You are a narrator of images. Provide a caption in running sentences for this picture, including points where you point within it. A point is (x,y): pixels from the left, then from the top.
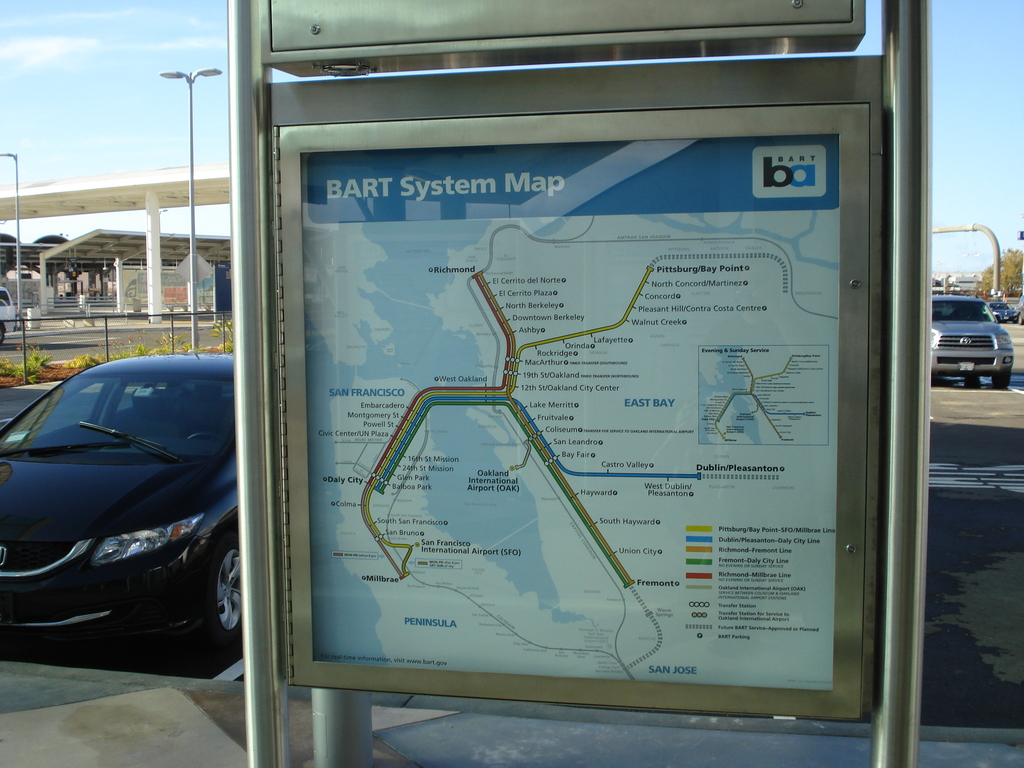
There is a map (476,172) attached to the poles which are on the footpath (206,711). In the background (128,437), there are vehicles (990,346) on the road (147,330), there is fencing (30,331), there are plants (155,340), a white color roof (139,176) which is attached to the pillar (147,217), trees (1017,278), lights (206,74) attached to the pole (190,105) and there are clouds (181,42) in the blue sky (16,79).
